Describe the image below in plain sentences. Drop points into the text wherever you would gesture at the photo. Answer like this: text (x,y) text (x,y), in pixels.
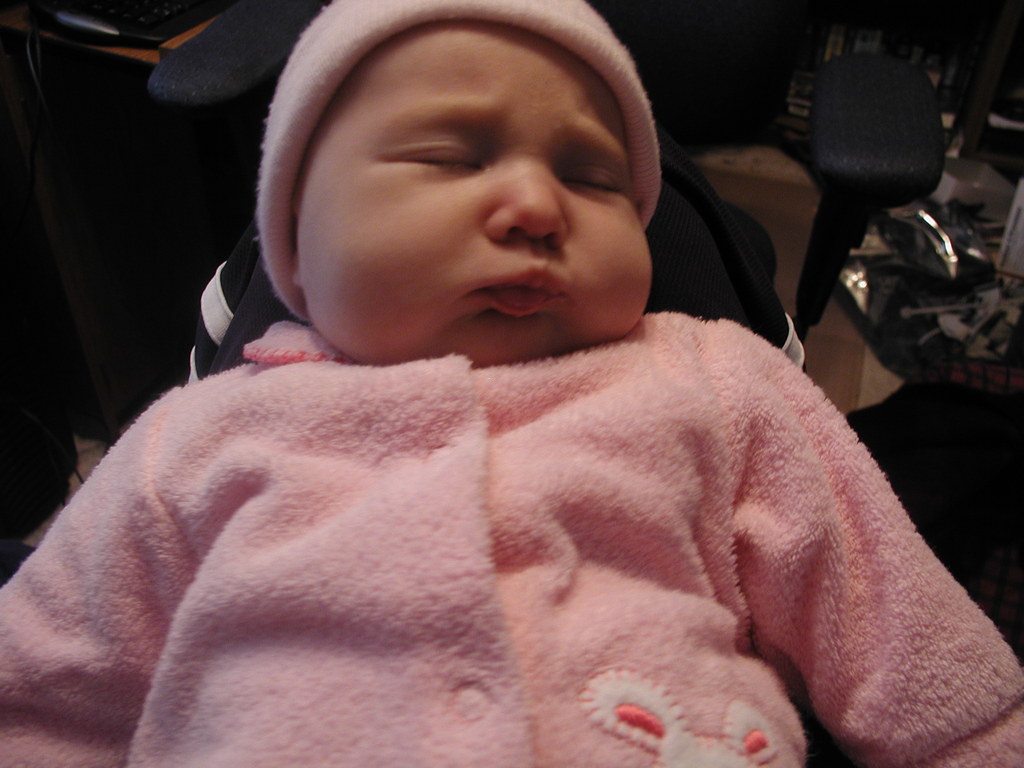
In the center of the image (546,257) we can see a baby (488,210) wearing the cap (433,20) and also the pink color dress (575,618) and the background (169,270) is not clear.
